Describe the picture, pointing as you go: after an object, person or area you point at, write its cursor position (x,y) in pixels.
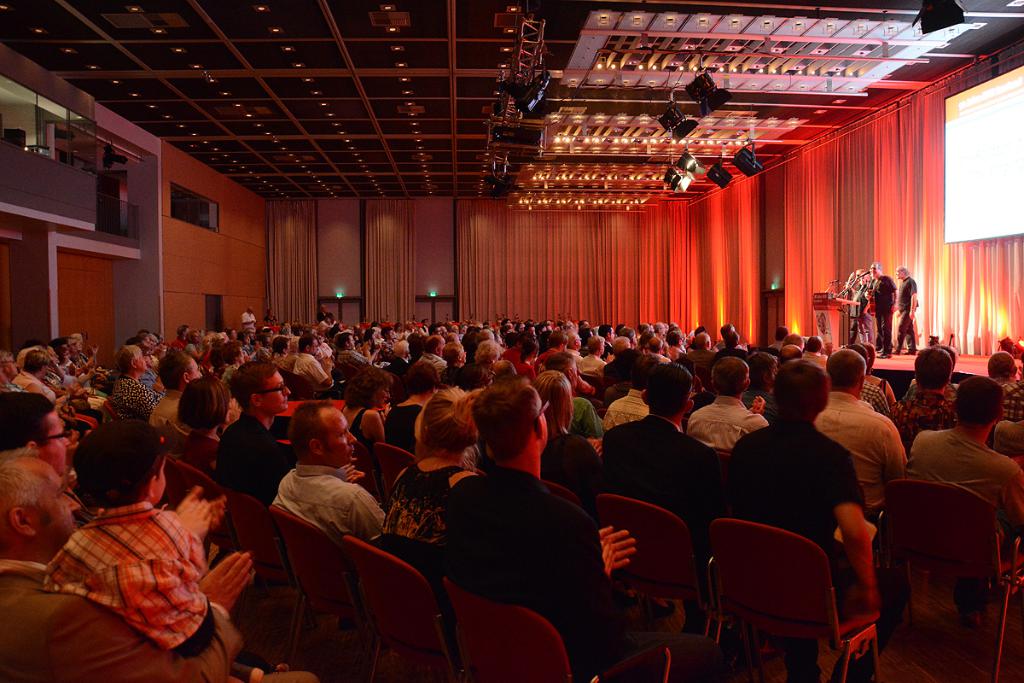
This picture shows a group of people (119,654) seated on the chairs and we see people (902,331) standing on the dais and speaking at a podium (815,310) and we see a projector screen (1014,83) on the wall (844,149).
